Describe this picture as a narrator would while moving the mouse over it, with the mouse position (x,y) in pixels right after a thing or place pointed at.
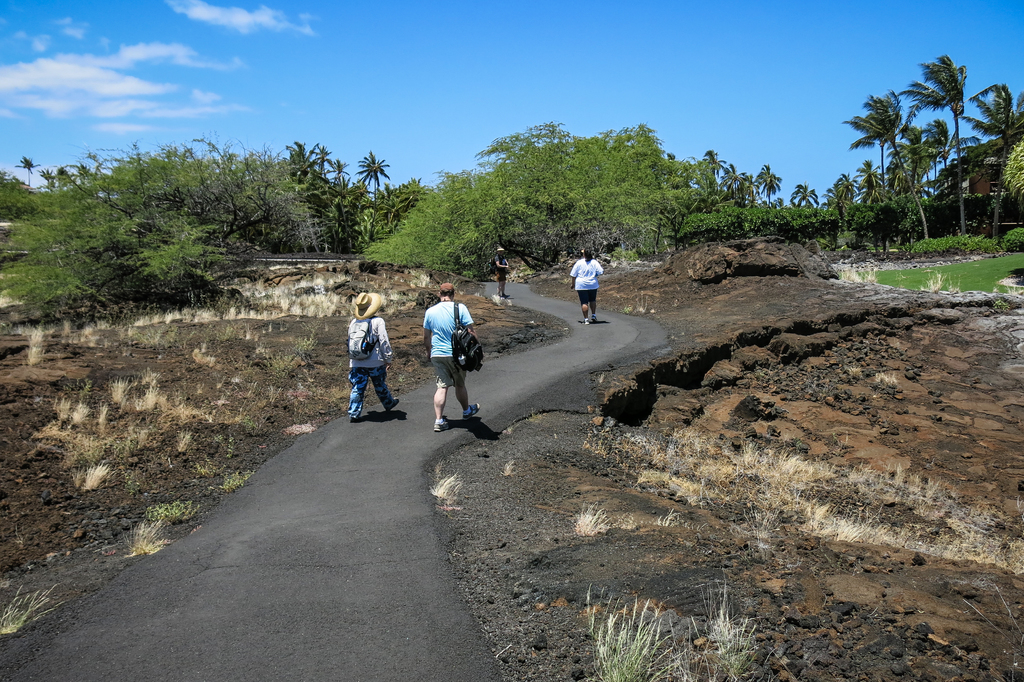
In this picture there are people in the image and there is muddy texture (792,316) in the image and there are trees (492,225) in the background area of the image (571,182).
